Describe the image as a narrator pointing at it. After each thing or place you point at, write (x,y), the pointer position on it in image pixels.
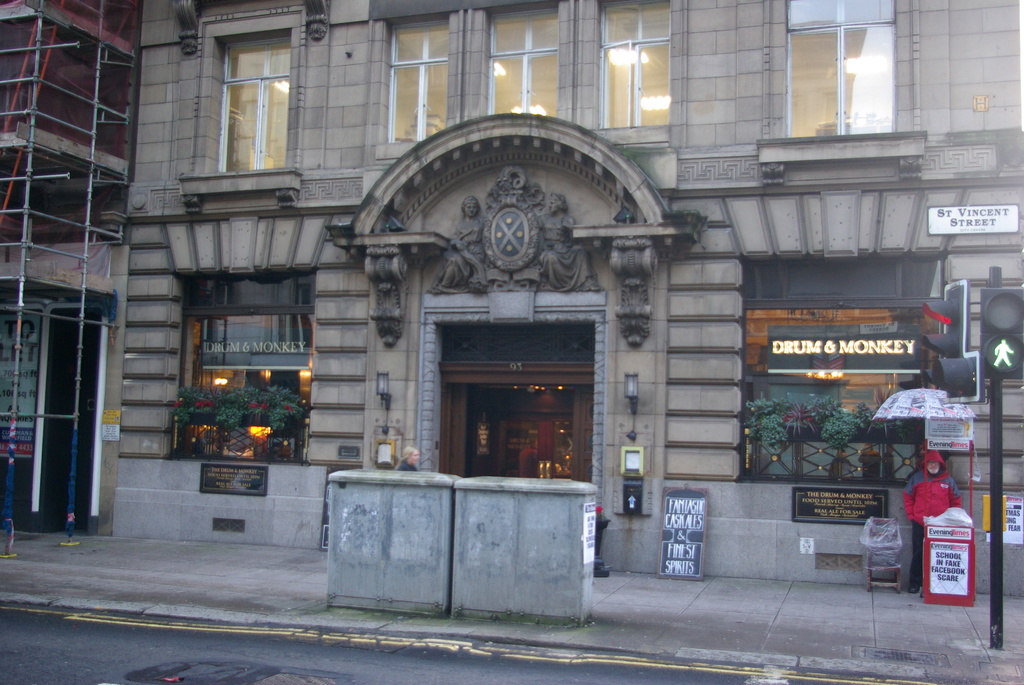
In this image in the background (317,208) there are buildings (675,289). There are few plants (222,398) here. this is the entrance (460,444). On the sidewalk (152,546) a lady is walking. A person (925,490) is standing here. This is a traffic signal (994,351). There are few boards (679,541) over here.
